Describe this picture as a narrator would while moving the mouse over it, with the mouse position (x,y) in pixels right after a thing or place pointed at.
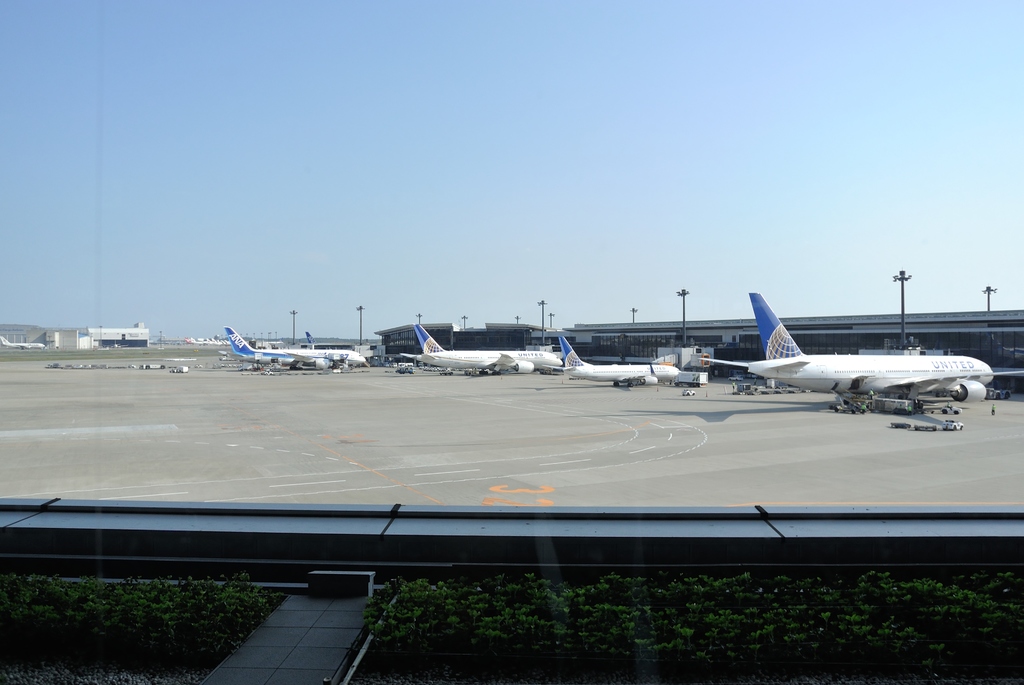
In this picture we can see a path (349,639), plants (473,649), glass (523,625), from the glass (640,609) we can see airplanes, vehicles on the ground (445,398), here we can see buildings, electric poles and we can see sky (778,99) in the background (851,224).
